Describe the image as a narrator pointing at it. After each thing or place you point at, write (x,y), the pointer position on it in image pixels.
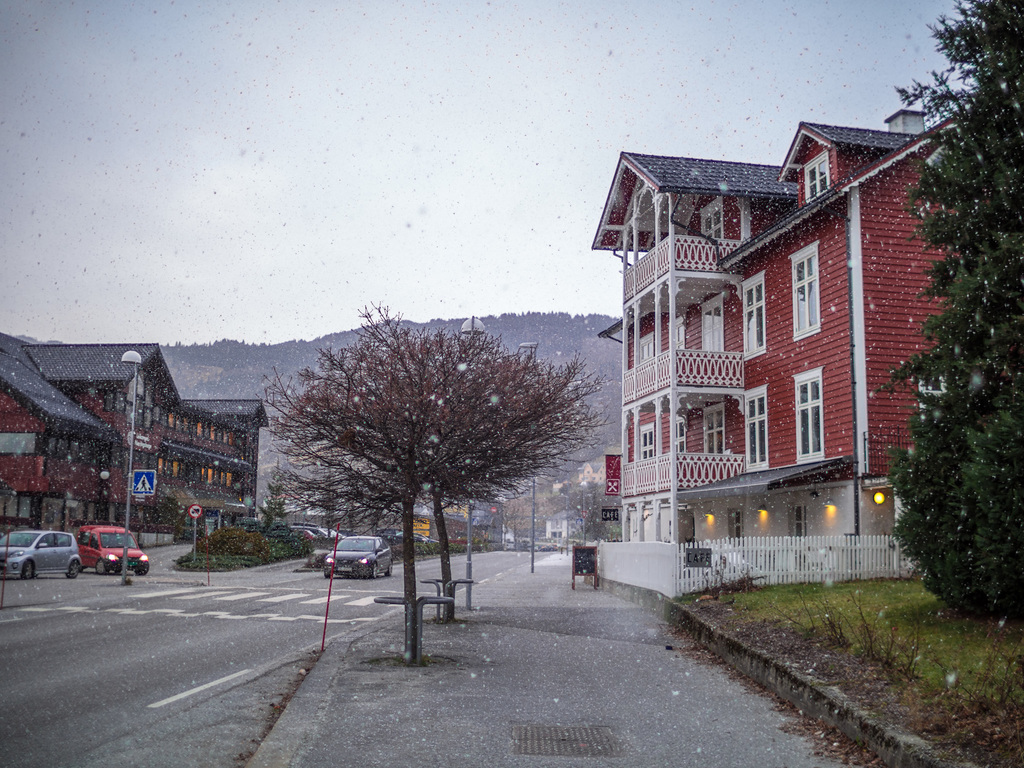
In this picture we can see few vehicles (66,554) on the road (234,643), beside to the road (231,647) we can find few poles (207,538), chairs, trees (356,489) and sign boards (151,483), and also we can see few lights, buildings (210,416) and hills (567,359).
